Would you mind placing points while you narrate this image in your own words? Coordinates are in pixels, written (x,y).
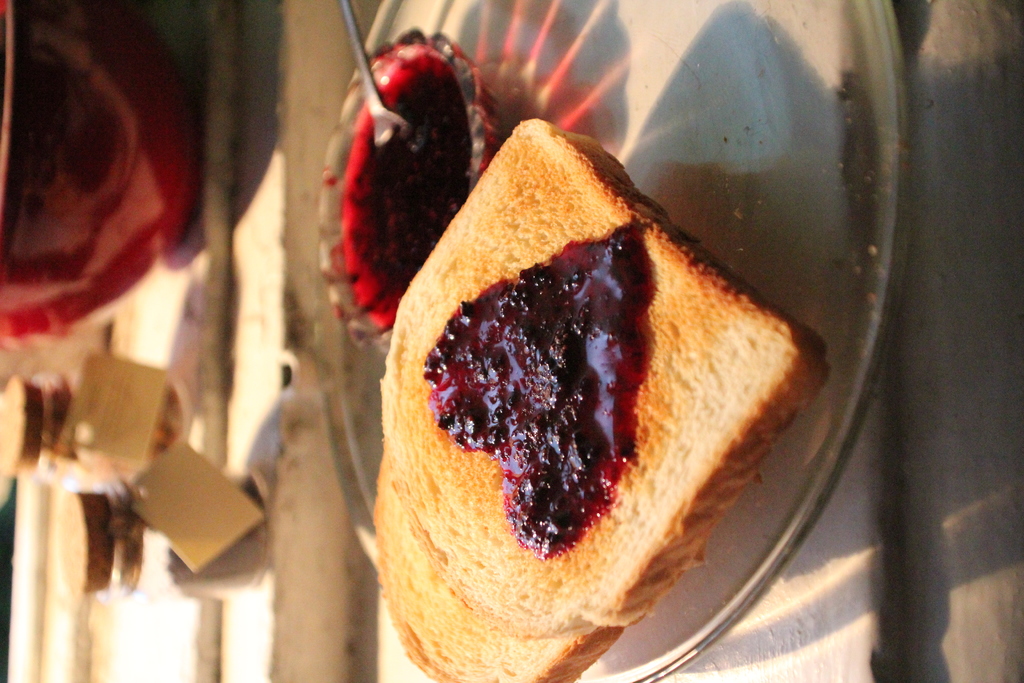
In this picture, it seems like heart shape jam (519,426) on the bread (628,490) and a spoon (383,138) and liquid (374,167) in a bowl (357,118) in the foreground (392,286), there are some objects (113,216) on the left side (151,336).
